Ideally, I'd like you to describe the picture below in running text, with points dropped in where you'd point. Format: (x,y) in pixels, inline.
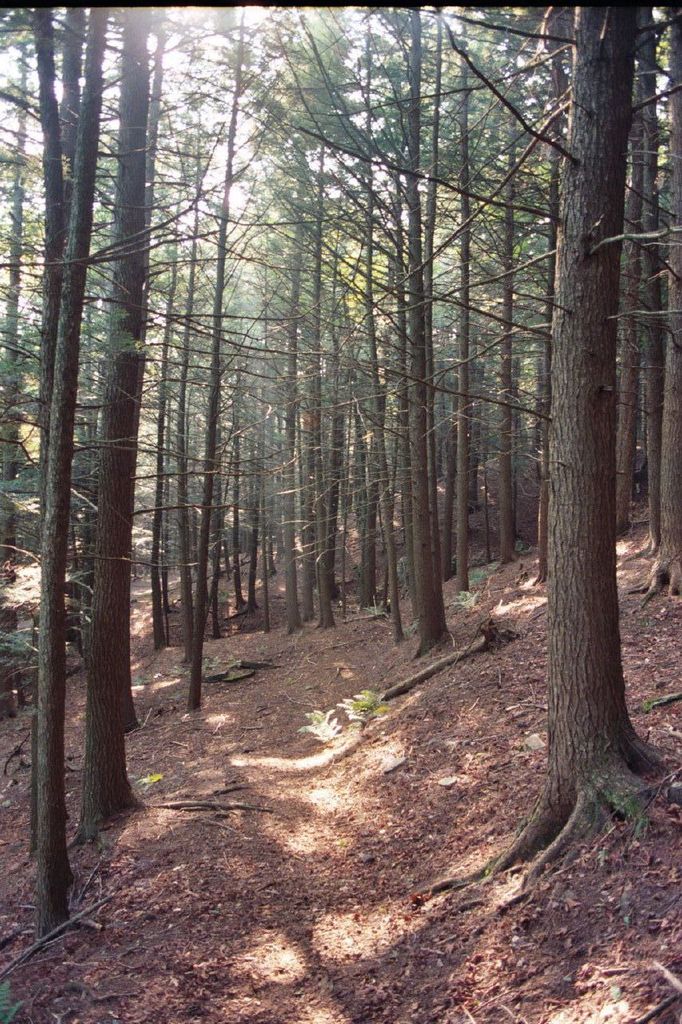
In this picture I can see trees (434,184).
